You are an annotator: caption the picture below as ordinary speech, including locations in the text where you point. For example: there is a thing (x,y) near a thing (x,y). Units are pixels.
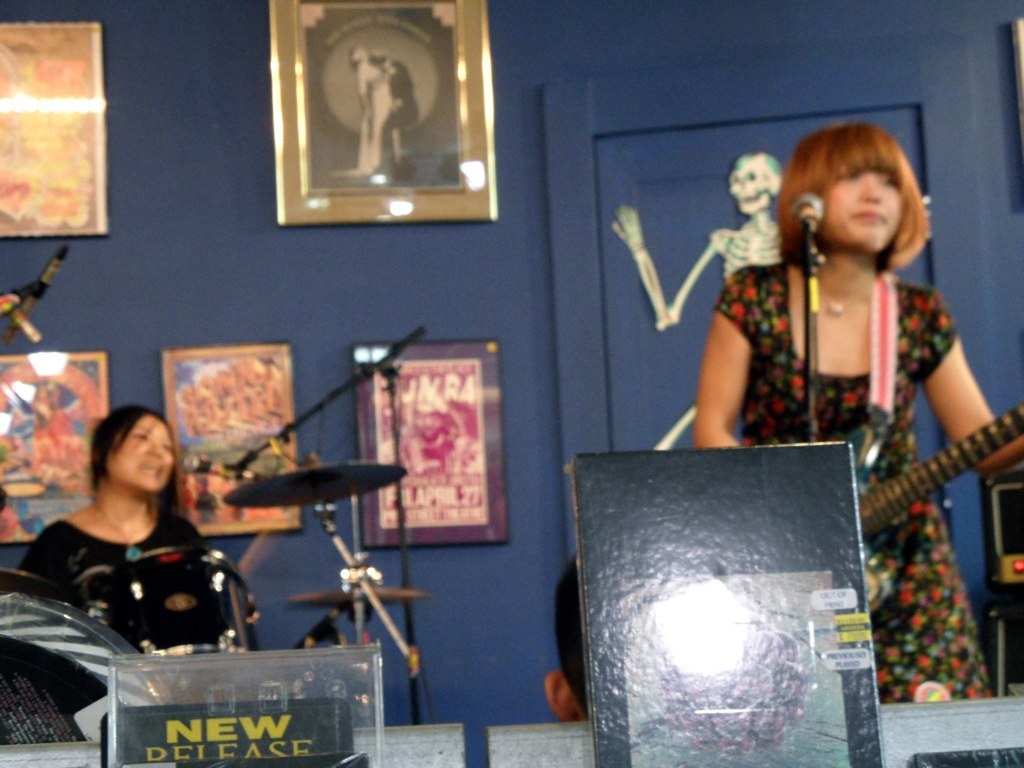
Bottom of the image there is a banner (677,496). Behind the banner (744,496) a woman (800,277) is standing and holding a guitar (1016,429) and there is a microphone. Behind her there is a wall (762,10), on the wall (741,9) there are some frames (244,376). Bottom left side of the image (8,580) there are some drums (287,502) and there is a microphone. Behind the drums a woman (148,444) is sitting and smiling.
